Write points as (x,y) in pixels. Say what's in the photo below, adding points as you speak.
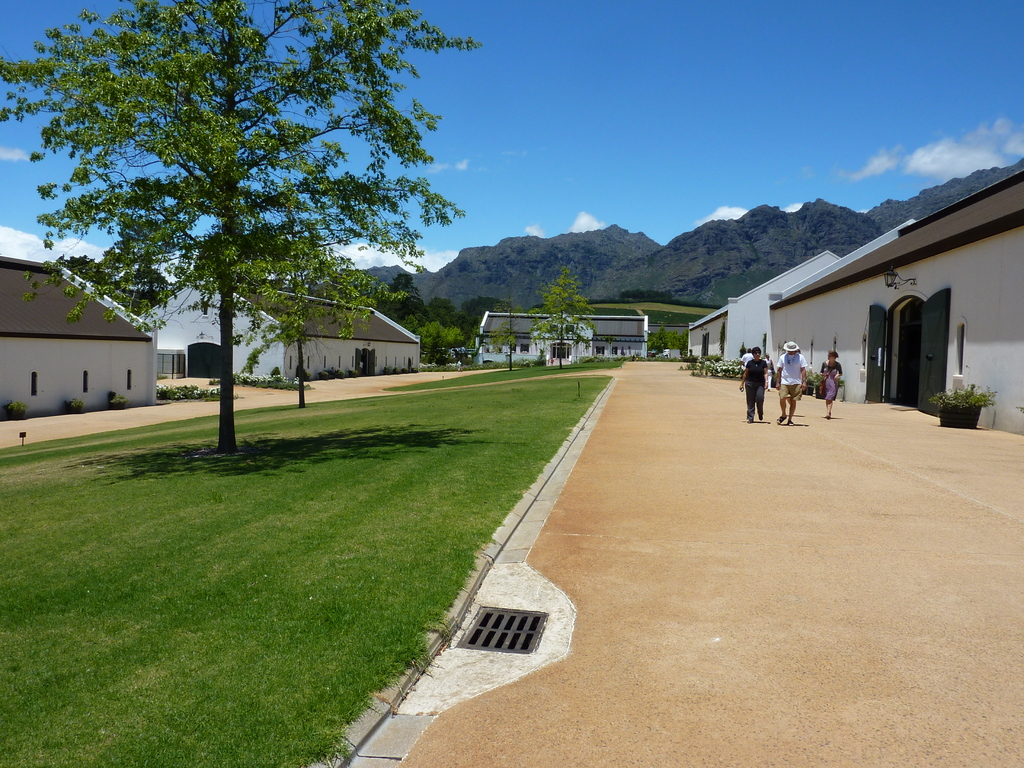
In this image I see number of buildings (411,358) and I see the grass (413,397) over here and I see number of trees (336,323) and I see the plants (709,371) and I see few people (756,383) over here and in the background (30,248) I see the mountains (618,252) and the clear sky (482,120).
